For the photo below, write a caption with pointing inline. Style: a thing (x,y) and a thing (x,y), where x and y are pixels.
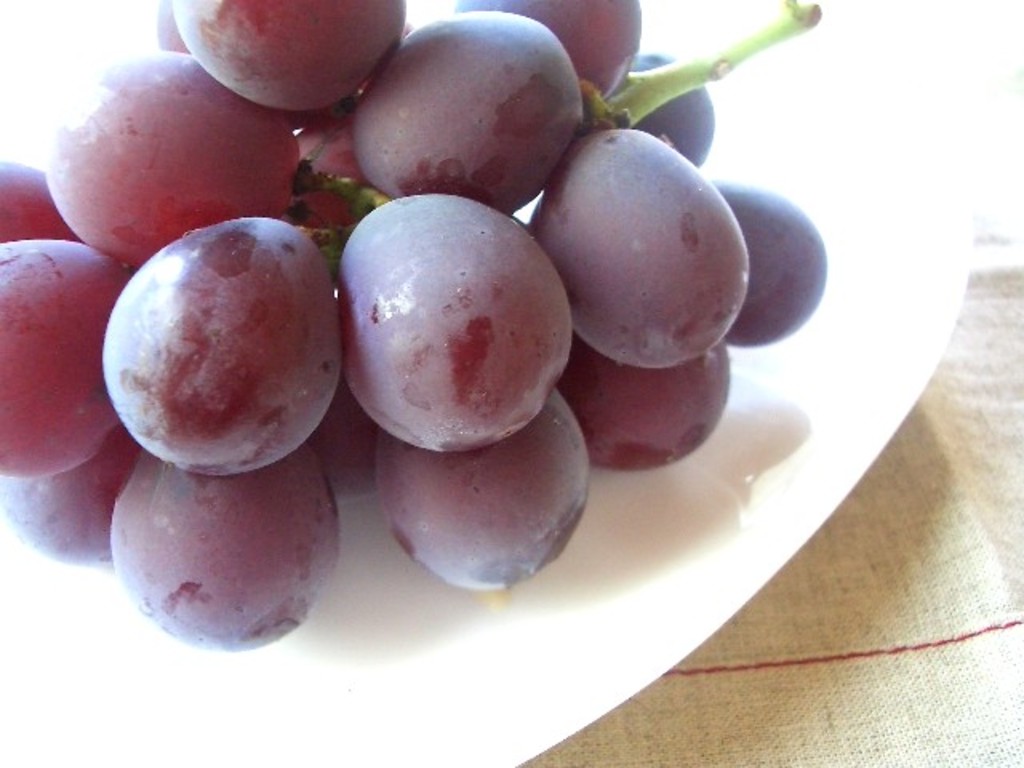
In this image there is a plate (709,527). On the plate (634,496) there are grapes (359,272). At the bottom (867,622) it looks like a mat (787,679).
